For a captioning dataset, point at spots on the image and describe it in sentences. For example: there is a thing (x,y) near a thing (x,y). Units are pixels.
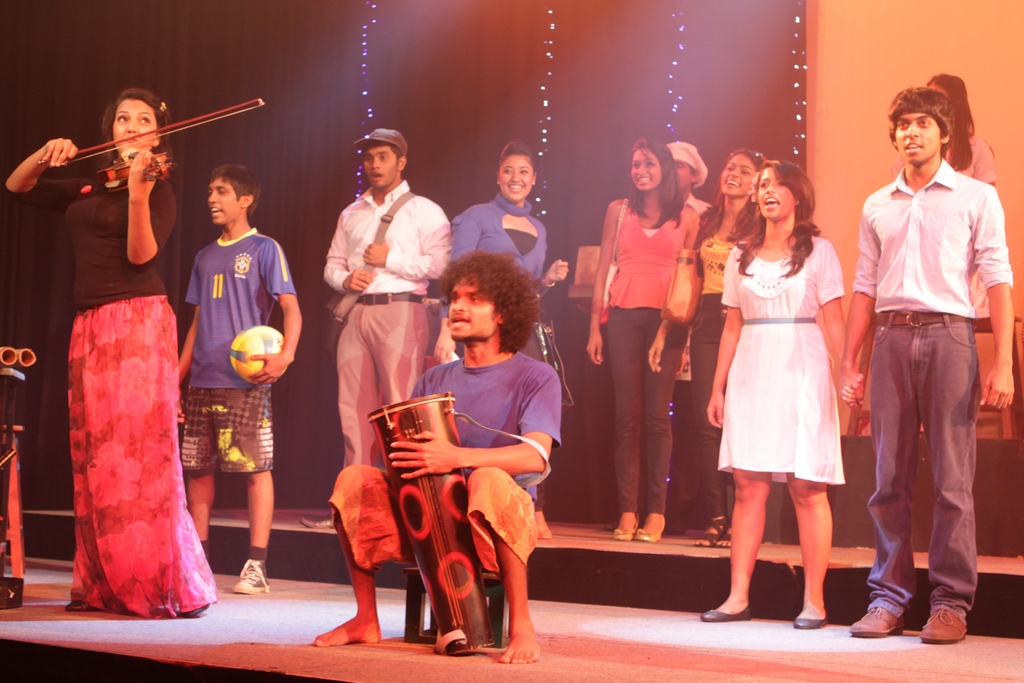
In this picture we can see a group of people (824,555) on the stage (323,614), here we can see musical instruments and in the background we can see a wall (565,468) and decorative lights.
